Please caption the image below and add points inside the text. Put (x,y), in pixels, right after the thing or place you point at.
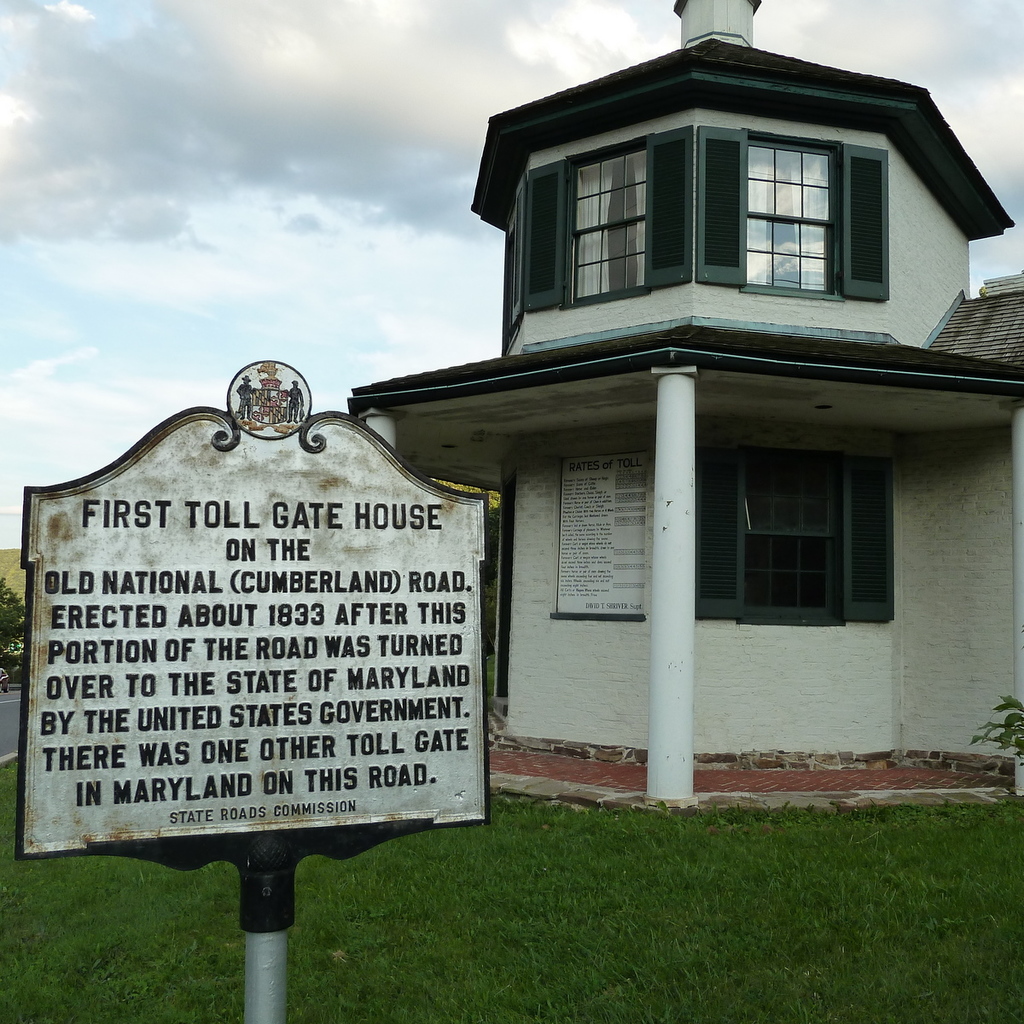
In this image we can see a signboard (238,787) with some text (238,638) on it. We can also see some grass (538,889), a building (628,296) with windows (628,296), pillars (683,641) and a banner (621,600) on a wall (540,548), some plants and the sky (183,278) which looks cloudy.
